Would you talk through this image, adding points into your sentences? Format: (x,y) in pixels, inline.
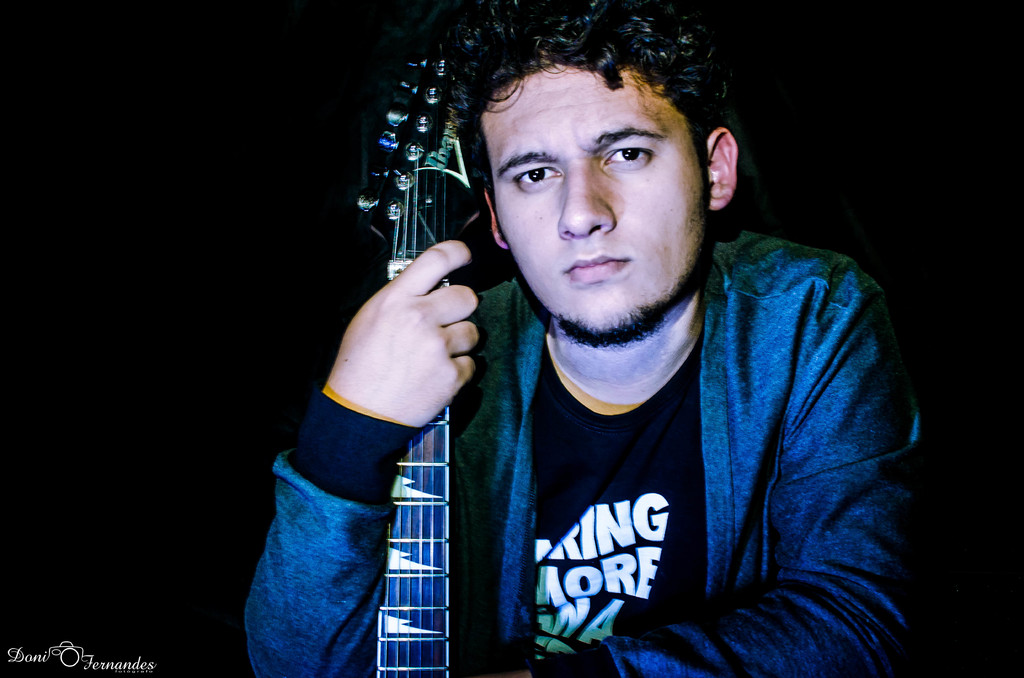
In this image there is a person (448,251) holding a guitar (443,92) in his hand (362,319) and there is a dark background (18,127).
